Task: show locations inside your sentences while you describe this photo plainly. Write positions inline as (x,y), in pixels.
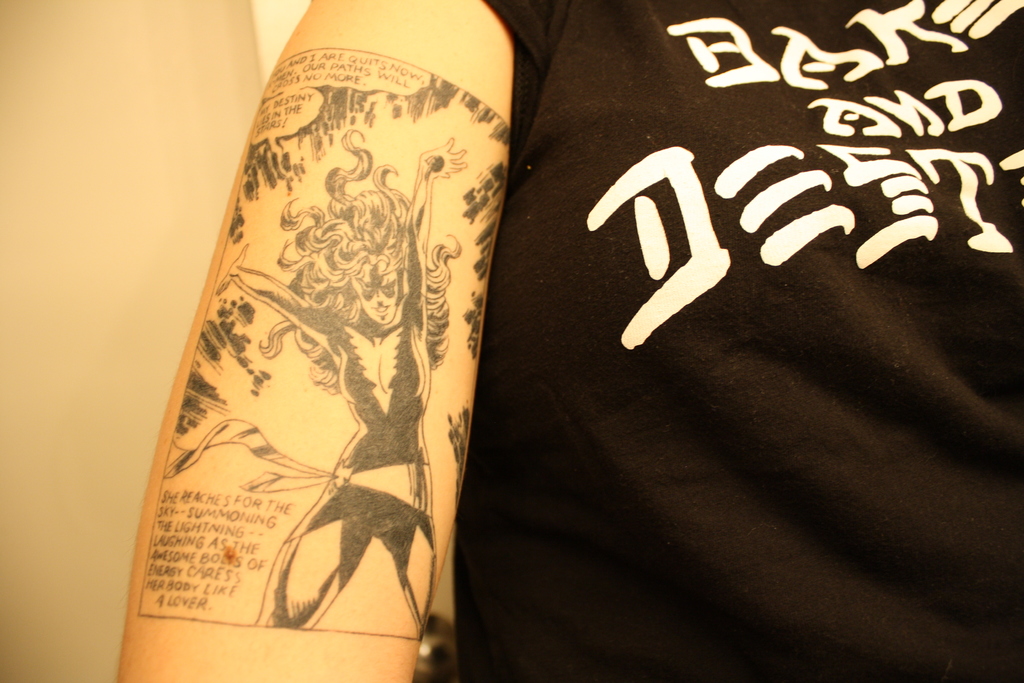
In this image there is a hand (337,372) of a person (329,365). There is a tattoo (300,394) on the hand (270,431). There is a picture (399,349) of a woman (358,393) on the tattoo (374,389). Beside her there is the text (200,510). To the right (743,608) there is a t-shirt (698,413) of a person (769,465). There is text (861,169) on the t-shirt (816,169). Behind the person (261,152) there is a wall (120,173).
